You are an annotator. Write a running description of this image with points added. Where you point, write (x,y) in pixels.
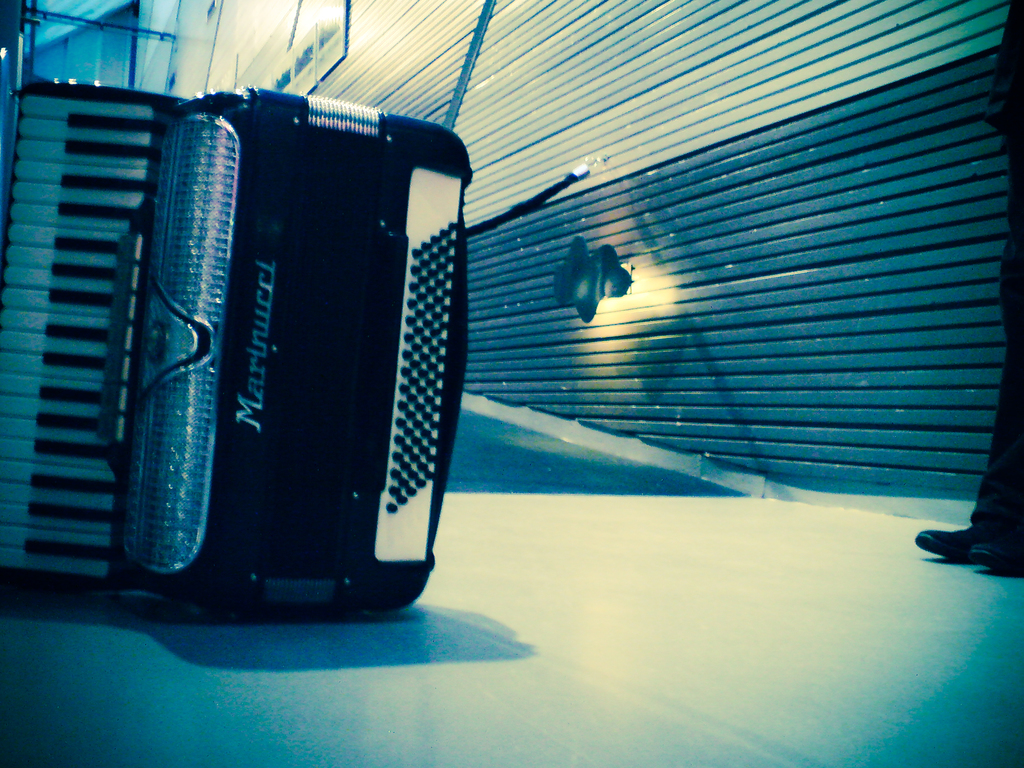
In this image I can see musical instrument (150,341) on the floor (945,586). Here I can see a person's leg (999,441). Here I can see a wall (671,132) and light (599,299) on the wall (635,304).
